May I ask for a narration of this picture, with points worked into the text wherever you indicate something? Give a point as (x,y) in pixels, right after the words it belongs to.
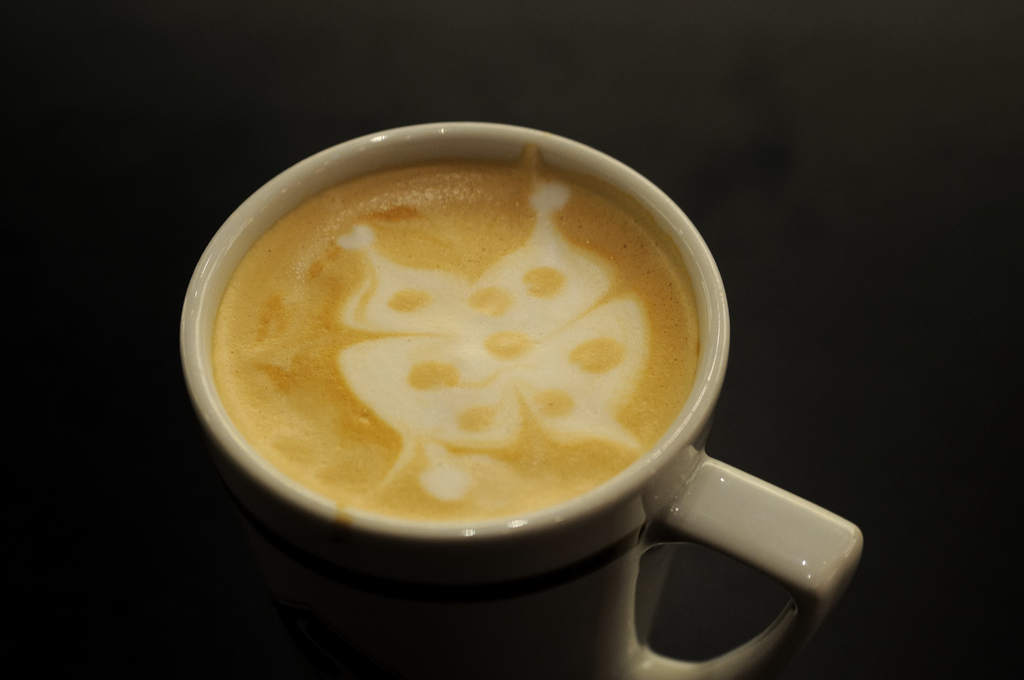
In the foreground of this picture (431,350), there is a coffee (435,351) in a cup (720,513) on the surface (778,434).
